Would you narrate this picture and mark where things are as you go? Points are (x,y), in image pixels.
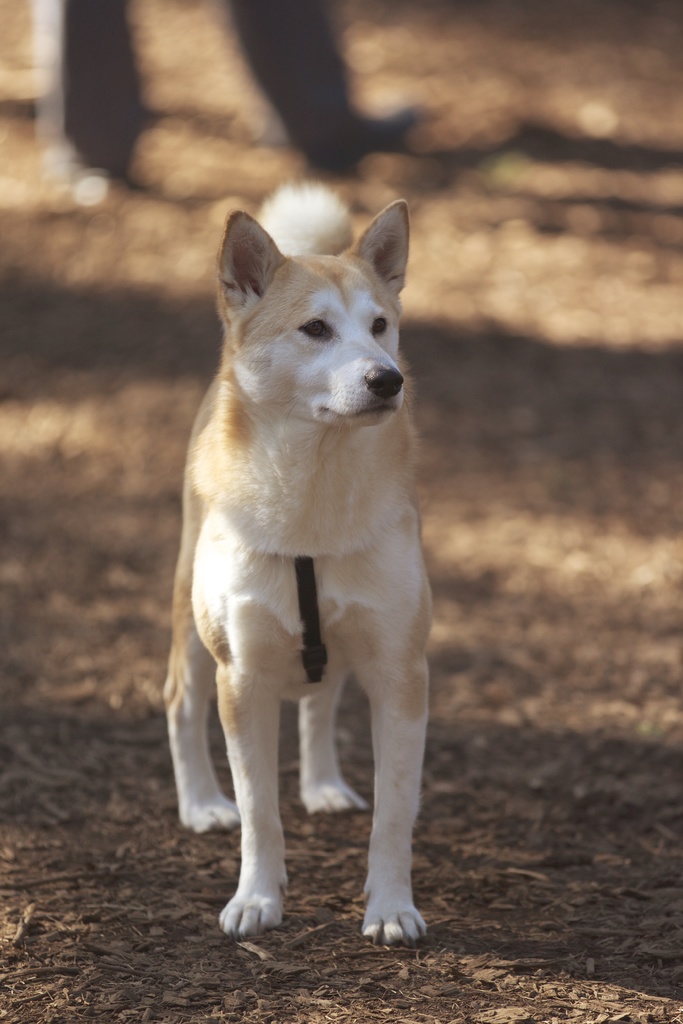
In this image a dog (230,562) is standing on the land (602,593). Top of the image (110,181) a person (322,156) is standing on the land (443,177).
